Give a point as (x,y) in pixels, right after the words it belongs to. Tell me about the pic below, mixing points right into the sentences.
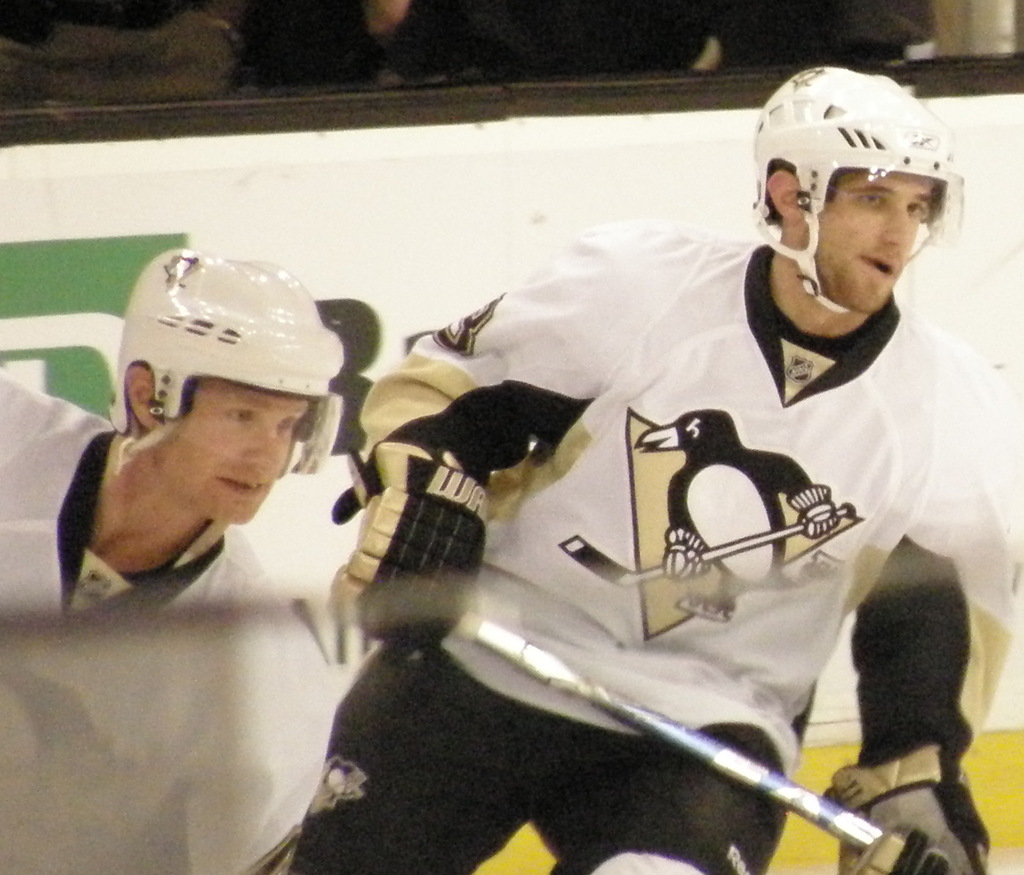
In this image there are two men (350,495). They are wearing gloves (434,486), jackets (691,528) and helmets (821,178). The man (765,318) to the right (732,750) is holding a stick (855,828) in his hand (937,844). Behind them there is a board (355,155). There is text (334,324) on the board (351,330).
